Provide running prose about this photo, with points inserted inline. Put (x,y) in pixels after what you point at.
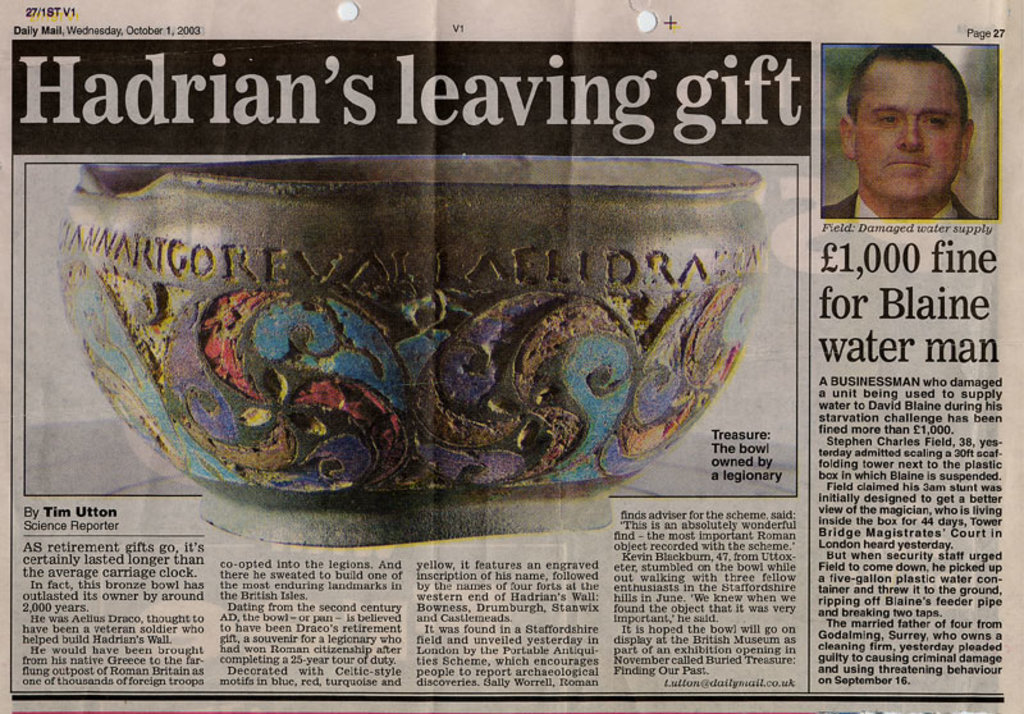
In this news paper (970,289) we can see a man (889,152), bowl (120,270) and some text (727,95).
